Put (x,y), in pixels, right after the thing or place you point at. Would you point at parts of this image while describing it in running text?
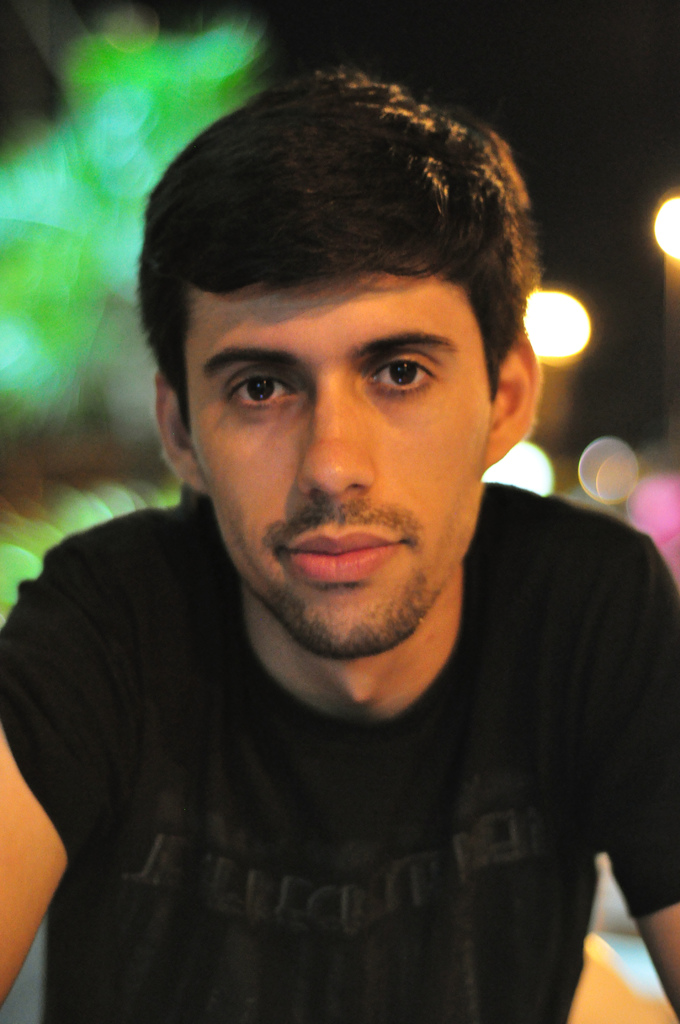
In this image there is a man (368,396) wearing black t-shirt (371,740). The background (97,270) is blurry.
